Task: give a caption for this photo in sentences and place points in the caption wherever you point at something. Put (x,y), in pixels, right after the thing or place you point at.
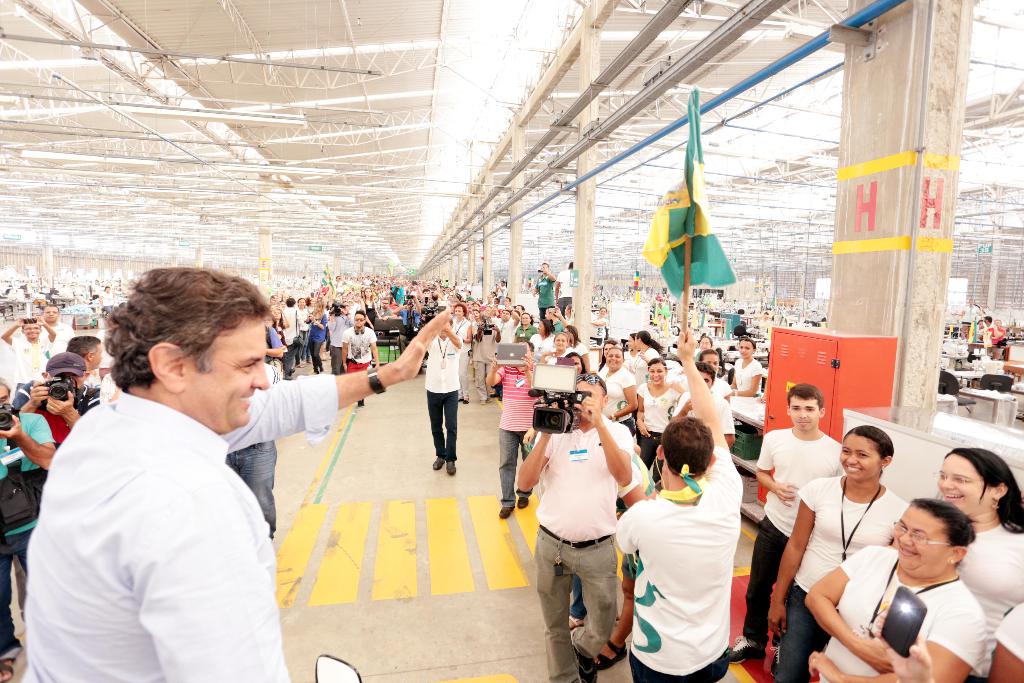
In this image, we can see a group of people (1010,655). Among them, some people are holding cameras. We can also see some pillars (472,255) and a shed (472,189).
